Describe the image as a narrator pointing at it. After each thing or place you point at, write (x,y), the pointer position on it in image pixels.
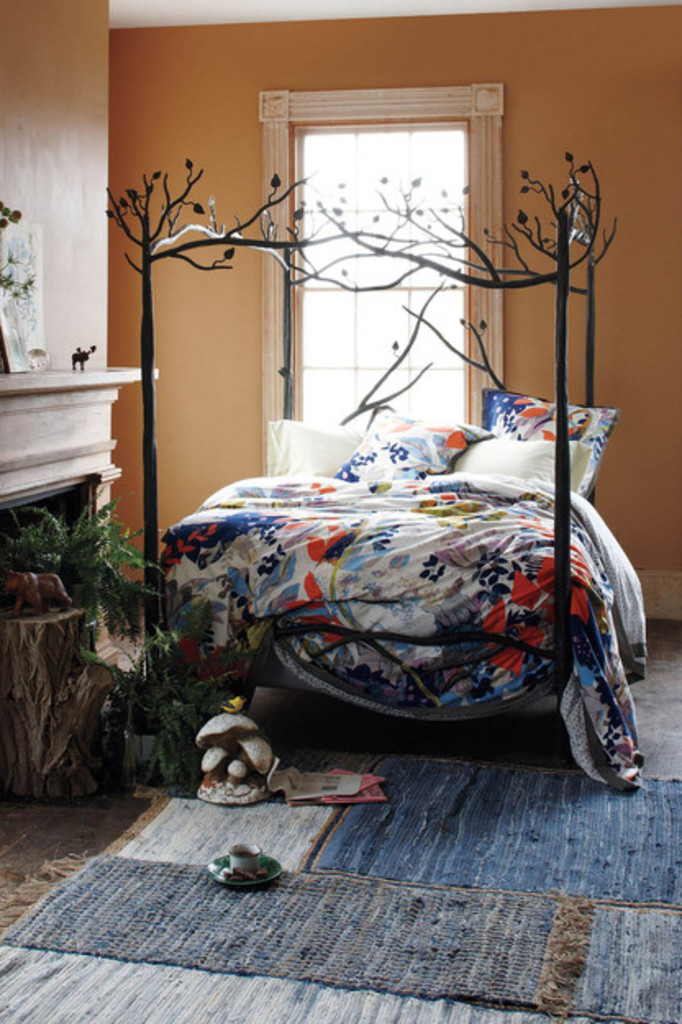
In this image I can see few floor mats (449,944) on the ground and on the floor mats (392,921) I can see a saucer (275,872), a cup (241,864) and few other objects (272,773). In the background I can see a artificial wooden log (78,697), few artificial plants (165,701), a bed (369,497) on which I can see few pillows (338,459) which are white, blue and orange in color, a window (408,303), a orange colored wall (164,90), a fire place (73,478) and few objects (18,319) on the fireplace (32,440).
